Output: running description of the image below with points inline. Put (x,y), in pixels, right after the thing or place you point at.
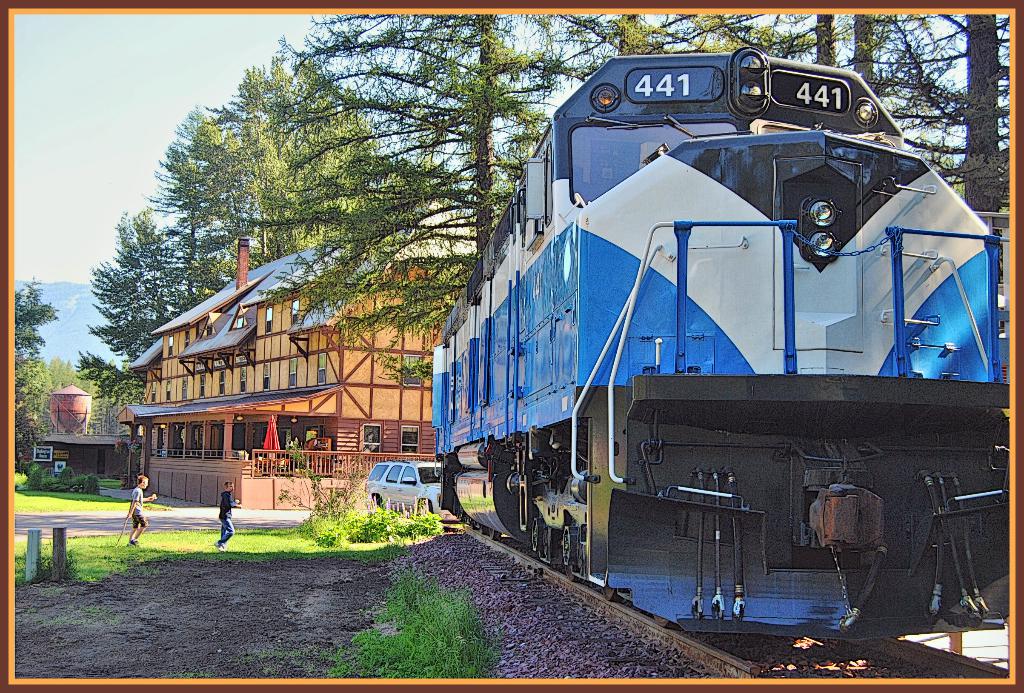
In this image I can see railway tracks (825,661) and on it I can see blue colour train (636,377). I can also see few numbers (643,88) are written over here. In the background (323,245) I can see a building (276,332), few trees (342,200), a vehicle (387,465), grass (260,552) and I can see two people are standing. I can also see the sky (95,122) in background (116,172).
